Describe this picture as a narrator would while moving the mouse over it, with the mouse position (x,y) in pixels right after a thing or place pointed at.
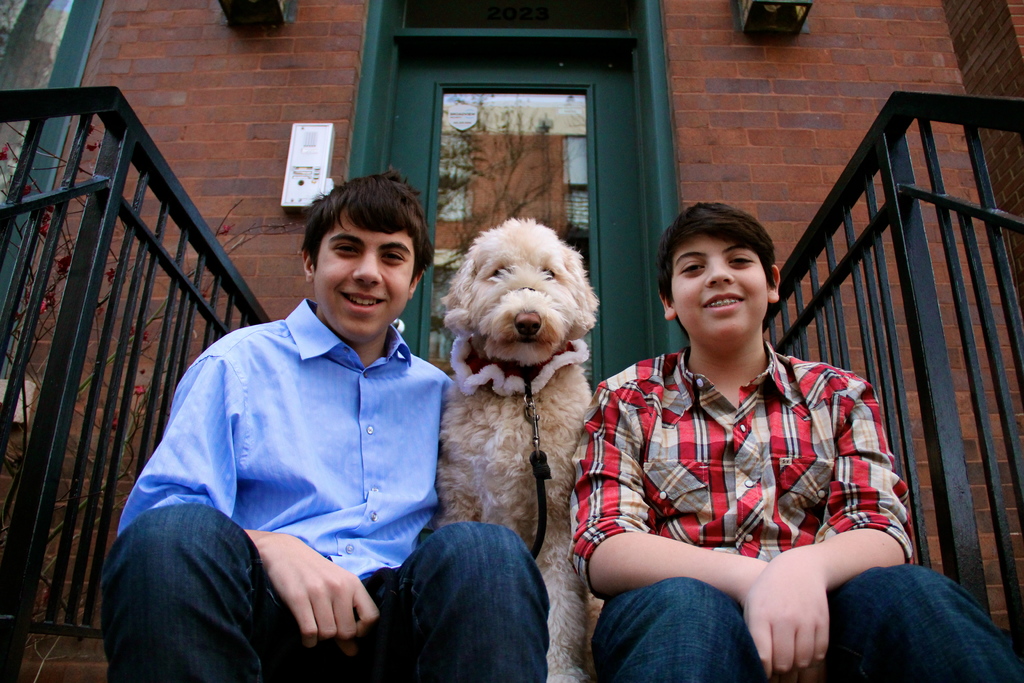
Two boys (629,431) are sitting between the dog (524,436), back there is door (513,181), plant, brick wall (231,139).
